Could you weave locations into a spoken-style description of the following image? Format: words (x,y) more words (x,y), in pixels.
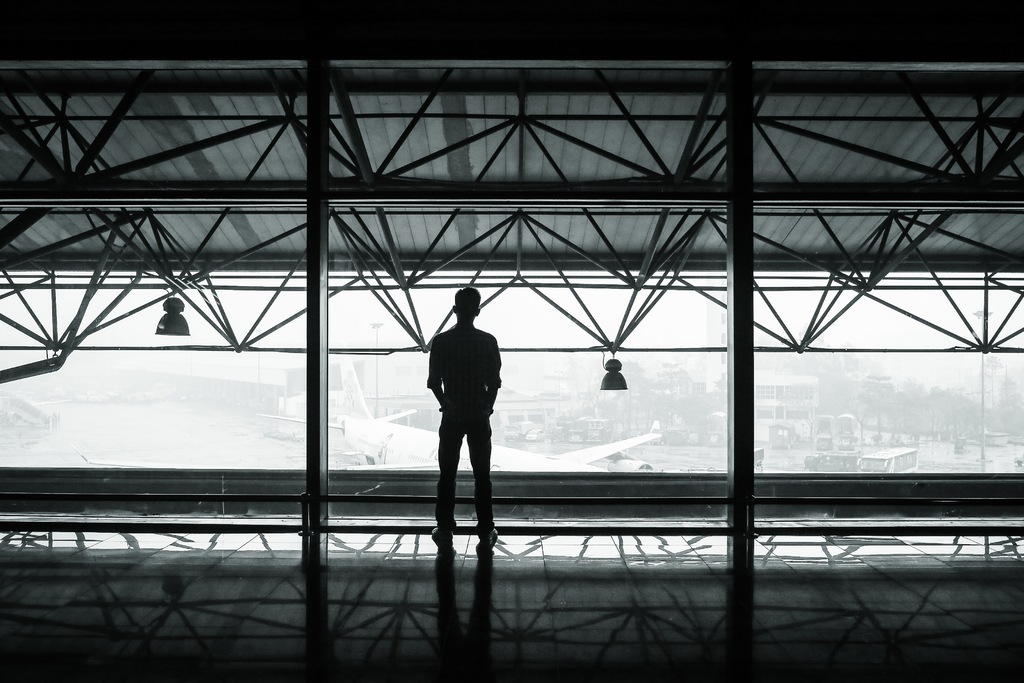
This is a black and white image where we can see a person (486,434) standing on the floor (703,610) under a roof (904,79), also there are some planes (551,461) on the runway (945,449) in-front of him.
